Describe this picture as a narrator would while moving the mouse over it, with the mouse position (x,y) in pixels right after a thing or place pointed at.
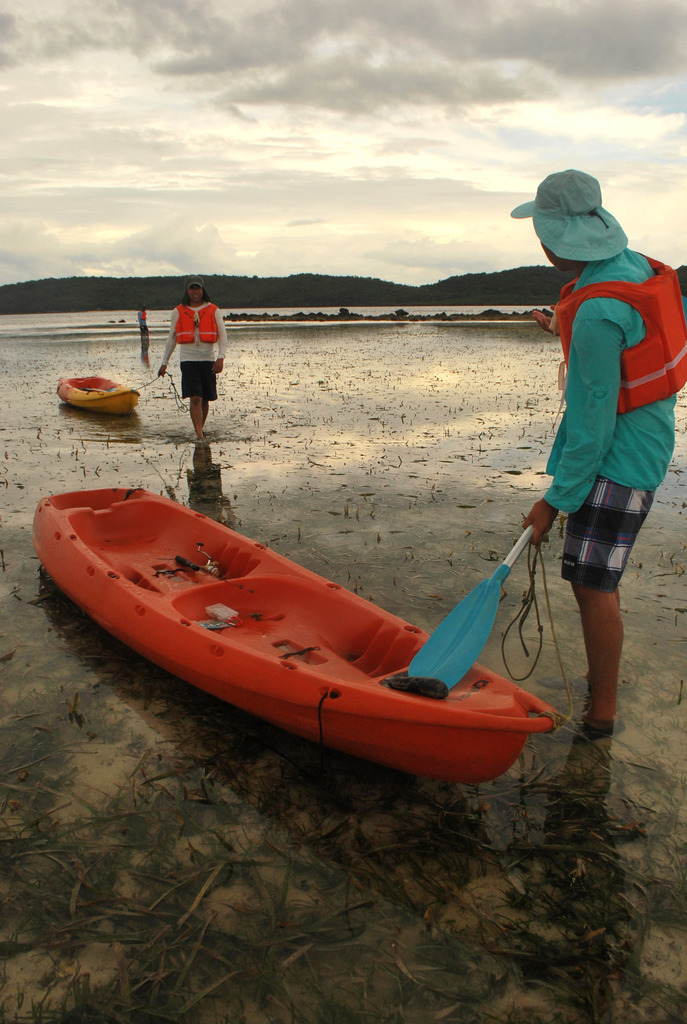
In this image I can see three persons (595,361). In front (606,361) the person (568,358) is wearing green color shirt (607,386), black and white short (590,510) and holding a paddle (525,534) which is in blue color and I can see boats (264,580) in orange color. Background (356,445) I can see water (362,428), mountains (484,281) and the sky (223,77) is in white color.
